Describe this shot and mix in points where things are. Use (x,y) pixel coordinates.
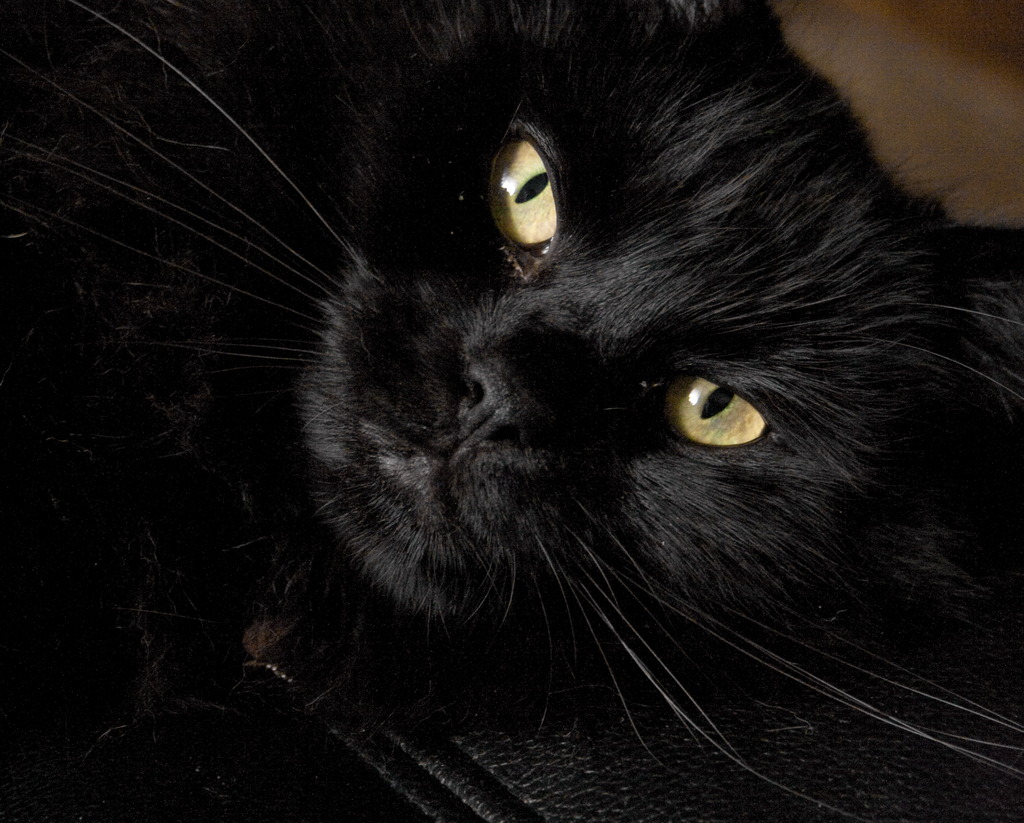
In this image, we can see a black cat (356,336). There is an object (528,755) at the bottom of the image (663,772).
